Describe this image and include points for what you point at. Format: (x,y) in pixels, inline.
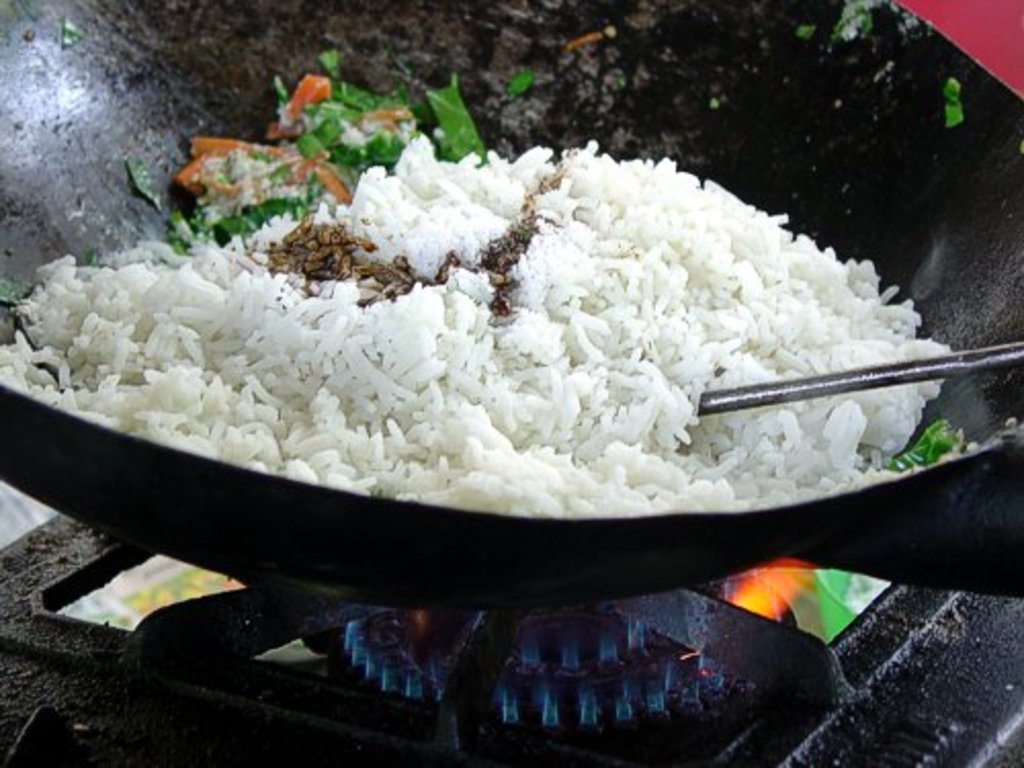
In the image we can see there is a black colour vessel (54,458) kept on the gas stove (506,648) and rice (432,313) is cooking in it. There is a spoon (733,400) kept in the vessel (991,395).
